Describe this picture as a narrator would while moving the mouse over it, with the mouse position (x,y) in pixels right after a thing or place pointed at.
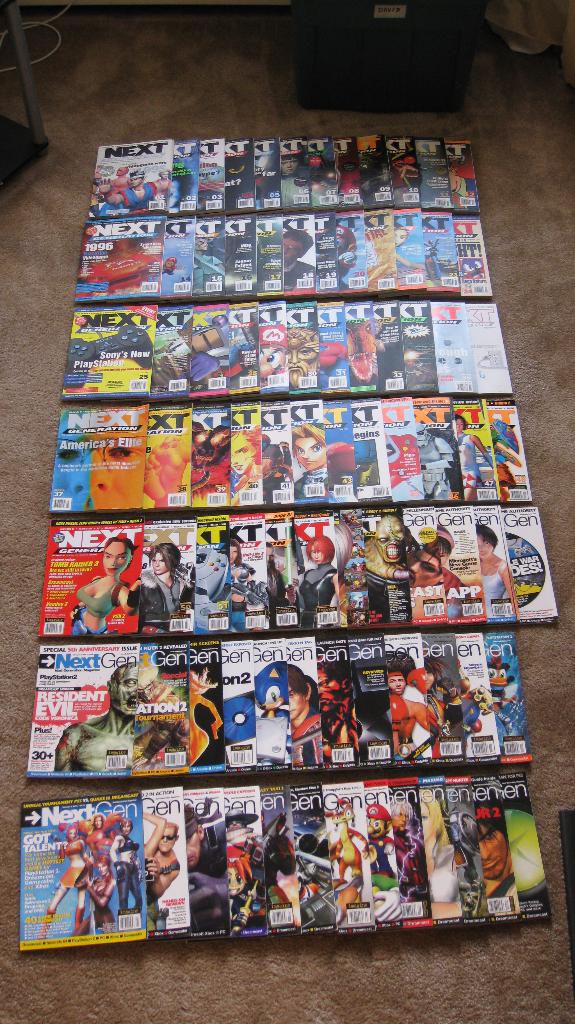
In this image we can see some books (257,378) on the ground (199,53).
